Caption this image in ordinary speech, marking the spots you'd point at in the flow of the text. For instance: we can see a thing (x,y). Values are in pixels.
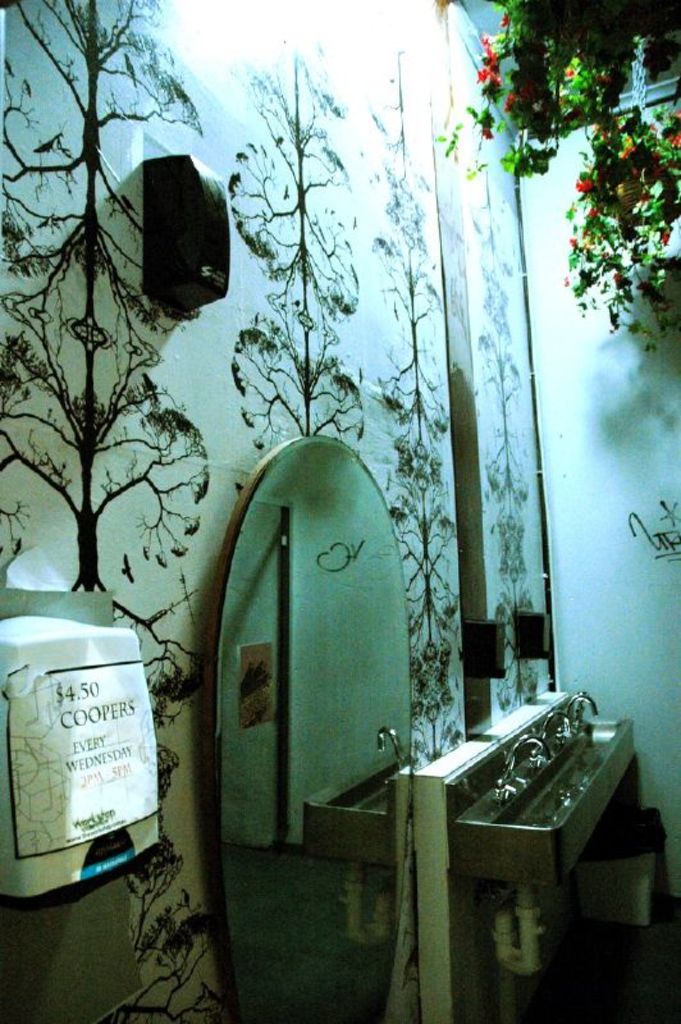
This image is taken indoors. On the right side of the image (618,134) there are a few plants (653,142) in the pots (632,203). On the left side of the image (100,437) there is a wall (121,430) and there is a tissue holder (90,725). There is a mirror (269,489) on the wall (292,424). There is a sink (497,812) with a few taps (508,779).
